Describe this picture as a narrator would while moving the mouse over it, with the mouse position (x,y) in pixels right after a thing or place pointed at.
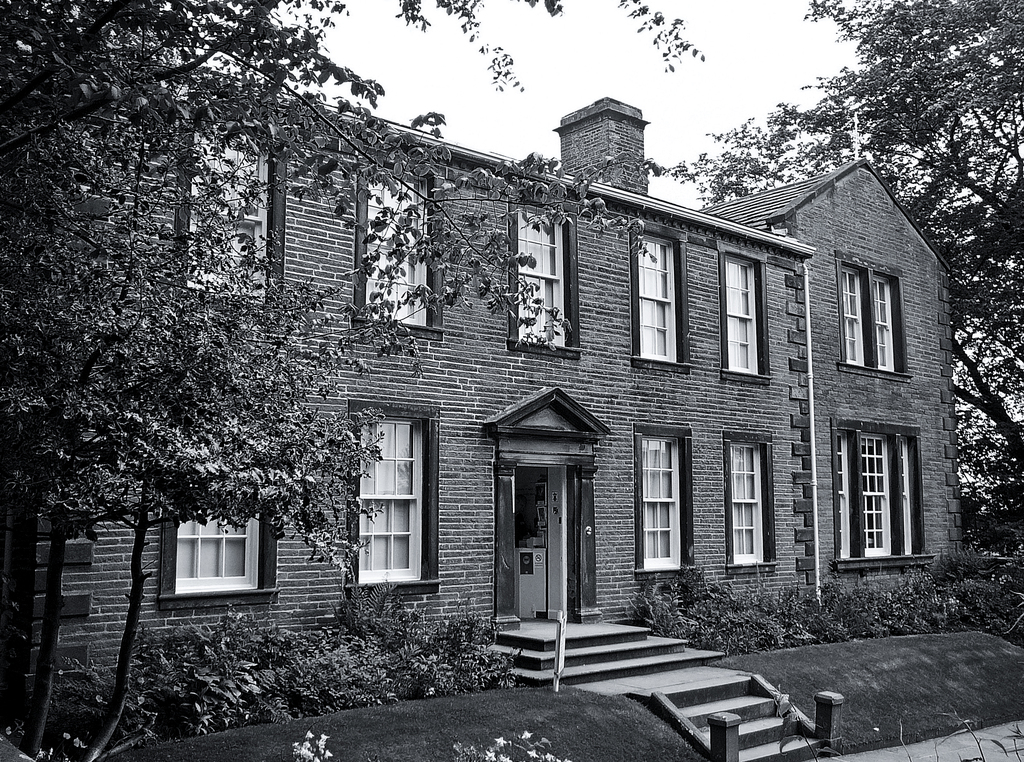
In the picture we can see a building (895,401) with windows (869,490), door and near the door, we can see some steps (603,675) and besides it, we can see some plants (728,619) on the grass surface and besides the building (638,452) we can see trees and in the background (817,57) we can see a sky (706,132).
